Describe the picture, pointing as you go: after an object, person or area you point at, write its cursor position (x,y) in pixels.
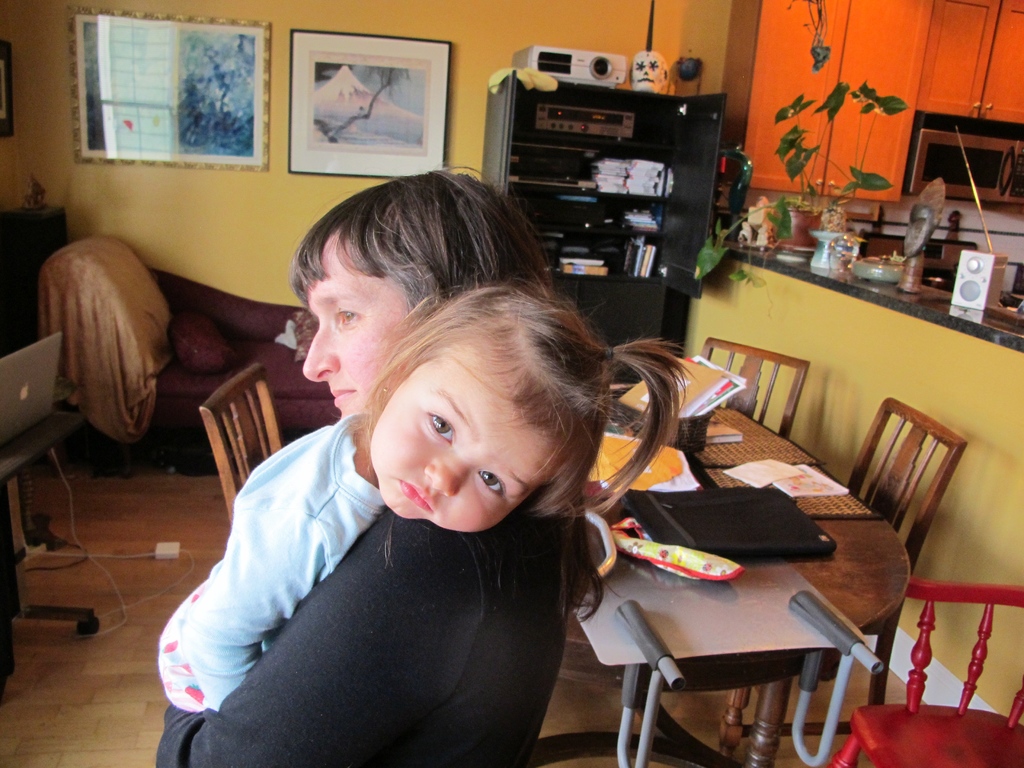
This person (184,737) standing and holding baby (410,496) with her hands (203,737). We can see chairs (239,456), tables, sofa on the floor (185,583), on the table (819,634) there are laptop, books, bag (752,513), paper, mat (726,453). On the background (481,24) we can see wall (897,323), mirror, frame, furniture (843,160), plant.
